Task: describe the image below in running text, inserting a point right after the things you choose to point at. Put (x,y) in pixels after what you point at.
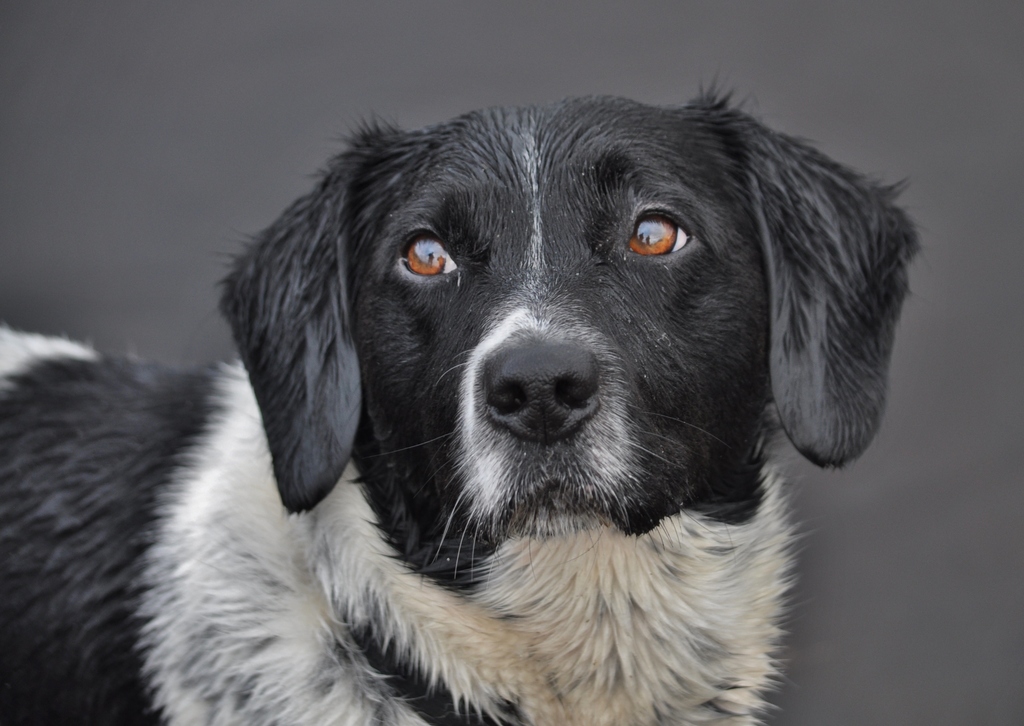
In this image we can see a dog (504,526), and the background (979,550) is gray in color.
